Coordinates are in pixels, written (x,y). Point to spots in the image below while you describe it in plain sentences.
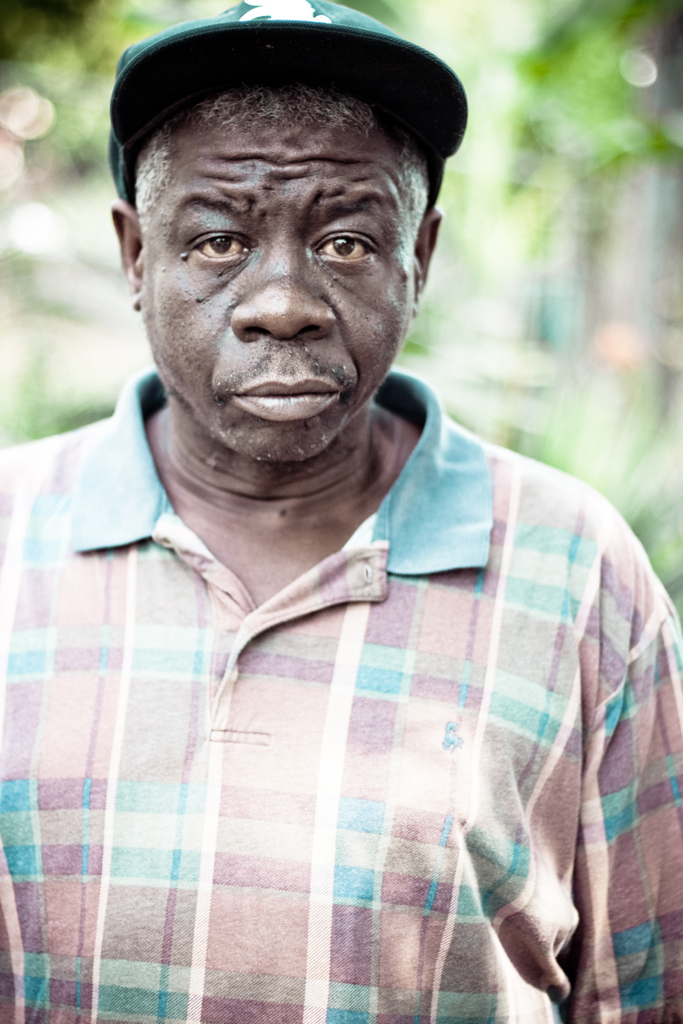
In this image I see a man (234,343) who is wearing t-shirt (210,783) which is of cream, white, blue and pink in color and I see that he is wearing a green color cap (292,52) on his head (217,121) and it is blurred in the background (45,57).
